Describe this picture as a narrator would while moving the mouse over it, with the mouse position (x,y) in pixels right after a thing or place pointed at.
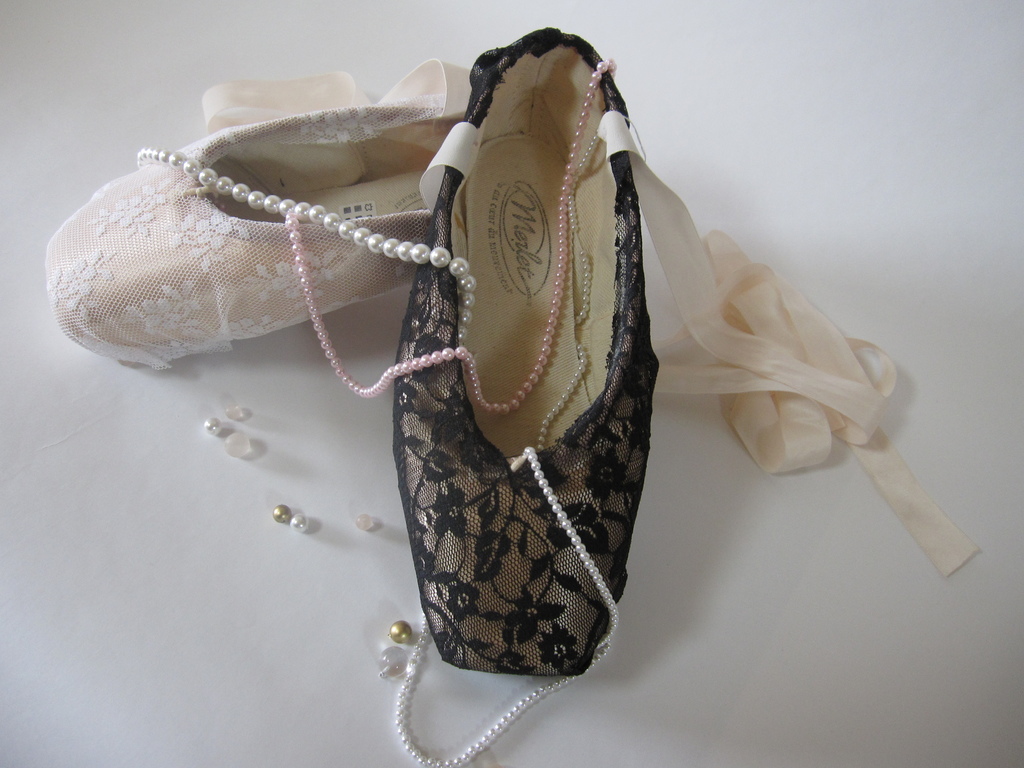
Here in this picture we can see a pair of shoes (315,198) present on the floor (352,496) and we can also see a necklace (241,186) present.
